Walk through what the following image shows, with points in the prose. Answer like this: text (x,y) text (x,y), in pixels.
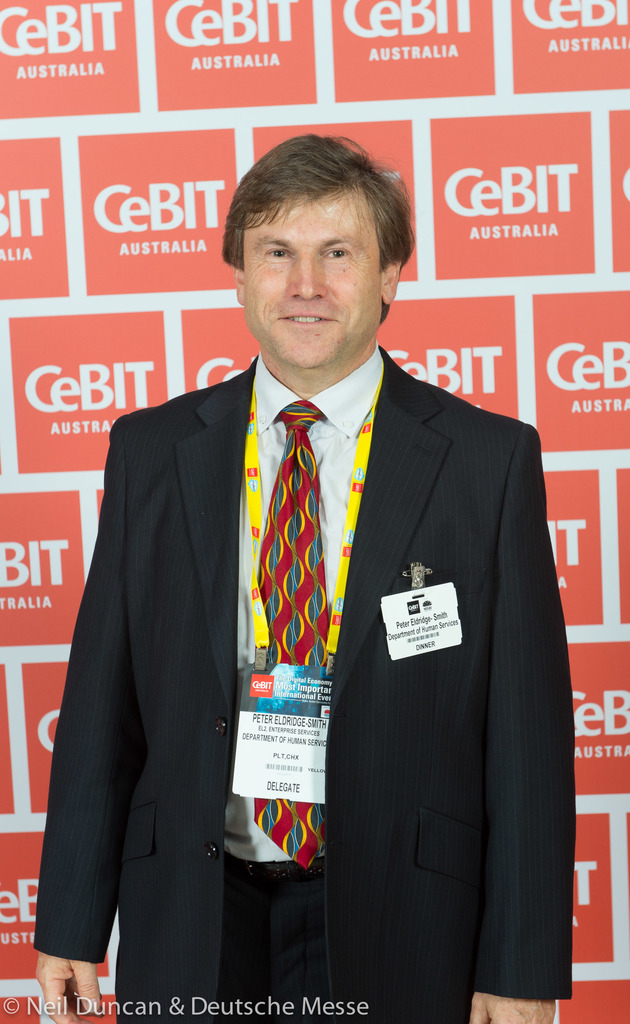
In this image we can see a man (302,641) wearing black coat (346,657) white shirt (315,445) and a red color tie (308,593) and identity card (311,798) and in the background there is a wall (259,97) with some text (233,39) on it.
